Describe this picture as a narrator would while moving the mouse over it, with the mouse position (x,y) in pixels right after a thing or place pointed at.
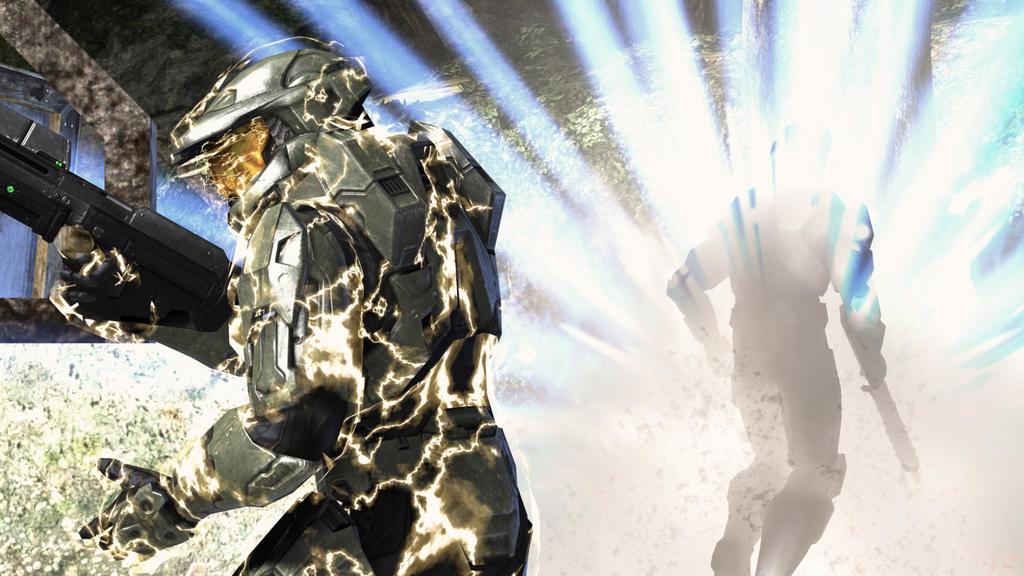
This is an animation and on the right (818,311), we can see a person's shadow (793,372) holding an object (896,437) and on the left (325,442), there is a person (272,173) holding gun (129,229) and in the background (136,41), there is a wall (180,45).
